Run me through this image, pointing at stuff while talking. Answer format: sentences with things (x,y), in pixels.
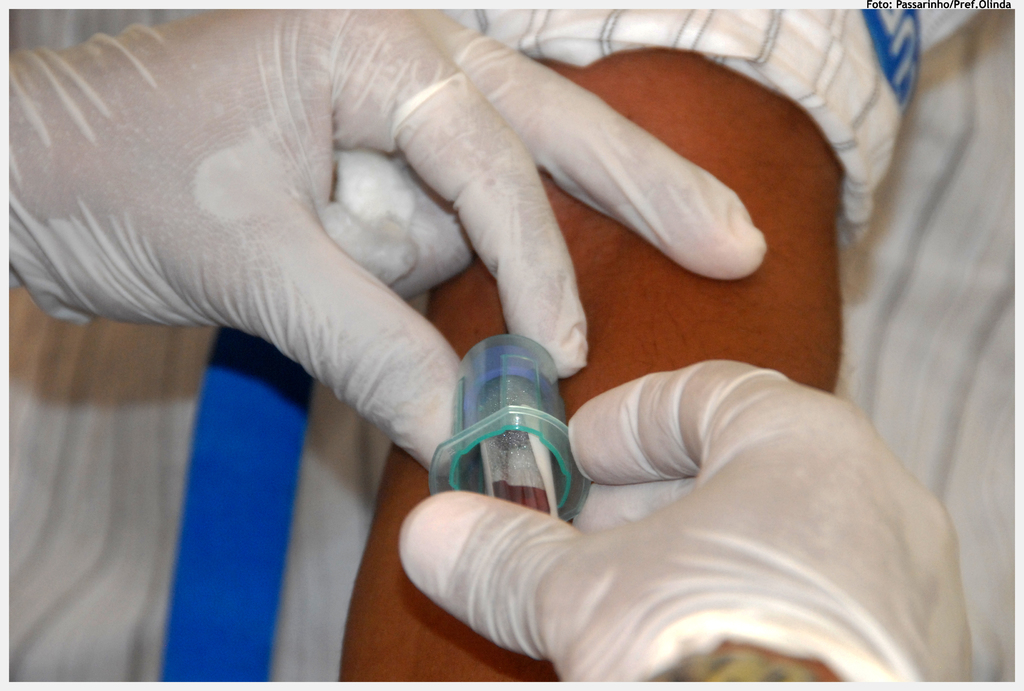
In this image I can see a person (523,551) is holding a syringe (567,478) in hand (703,587) and one person's hand (750,310). This image is taken may be in a room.
